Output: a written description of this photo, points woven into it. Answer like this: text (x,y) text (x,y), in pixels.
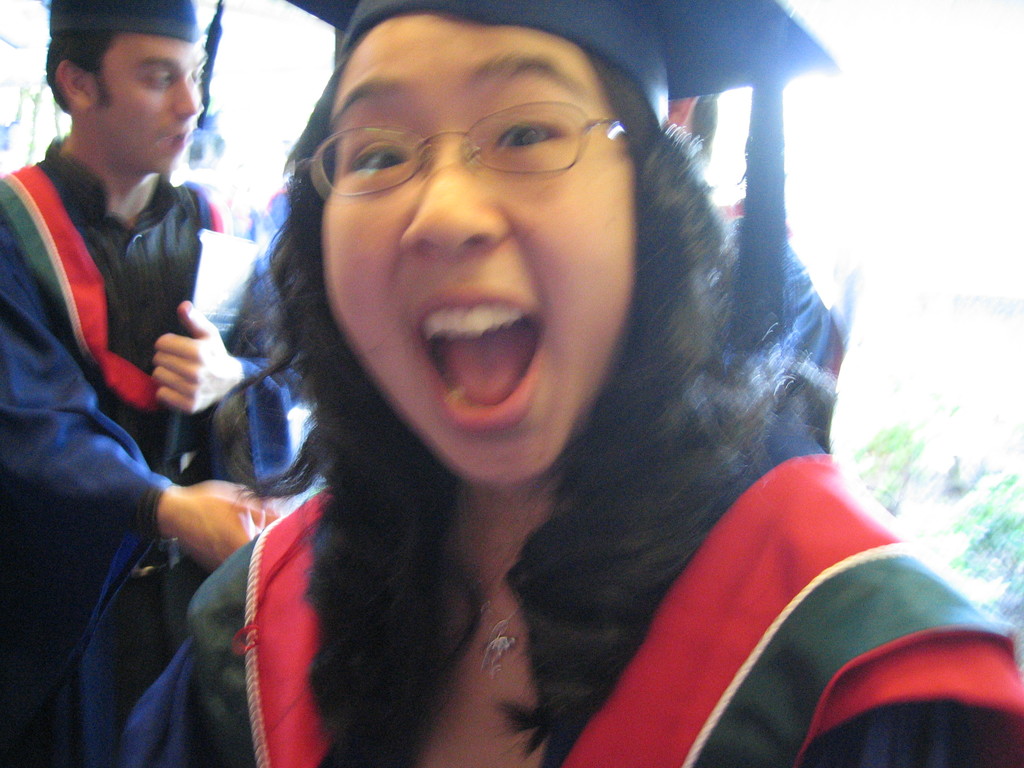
In this picture there is a girl (401,182) wearing convocation dress (784,607) smiling and giving a pose into the camera. Behind there is a boy (214,551) wearing a blue gown (71,454) and holding the white papers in the hand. Behind there is a blur background (252,214).
